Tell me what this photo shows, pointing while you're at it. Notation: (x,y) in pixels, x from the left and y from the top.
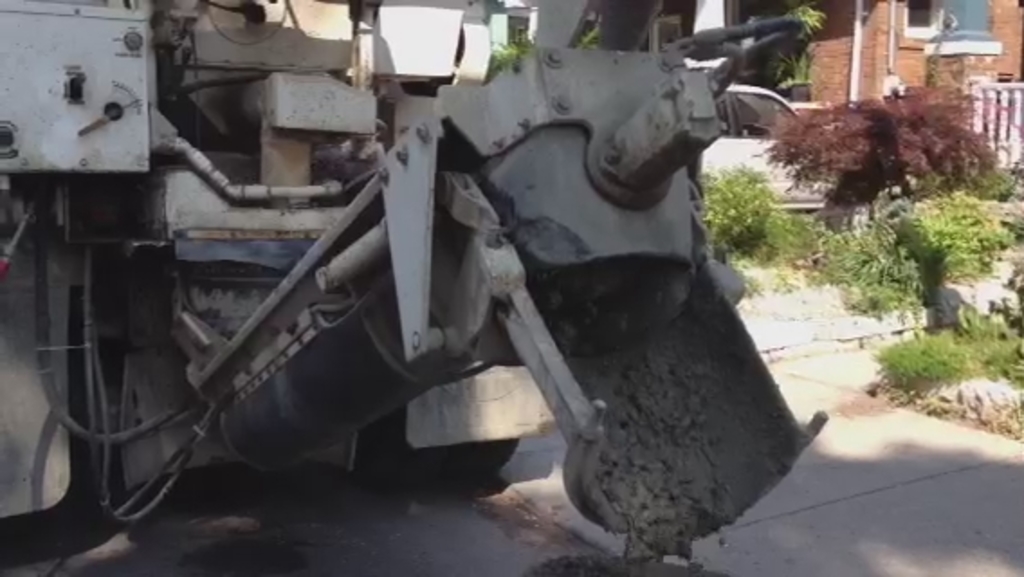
In this picture we can see a vehicle (444,401) on the road (479,565), concrete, car (759,102), plants (906,251), pot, fence (994,121), pipe (890,44) and in the background (941,67) we can see a window (912,19) and the wall (933,77).
